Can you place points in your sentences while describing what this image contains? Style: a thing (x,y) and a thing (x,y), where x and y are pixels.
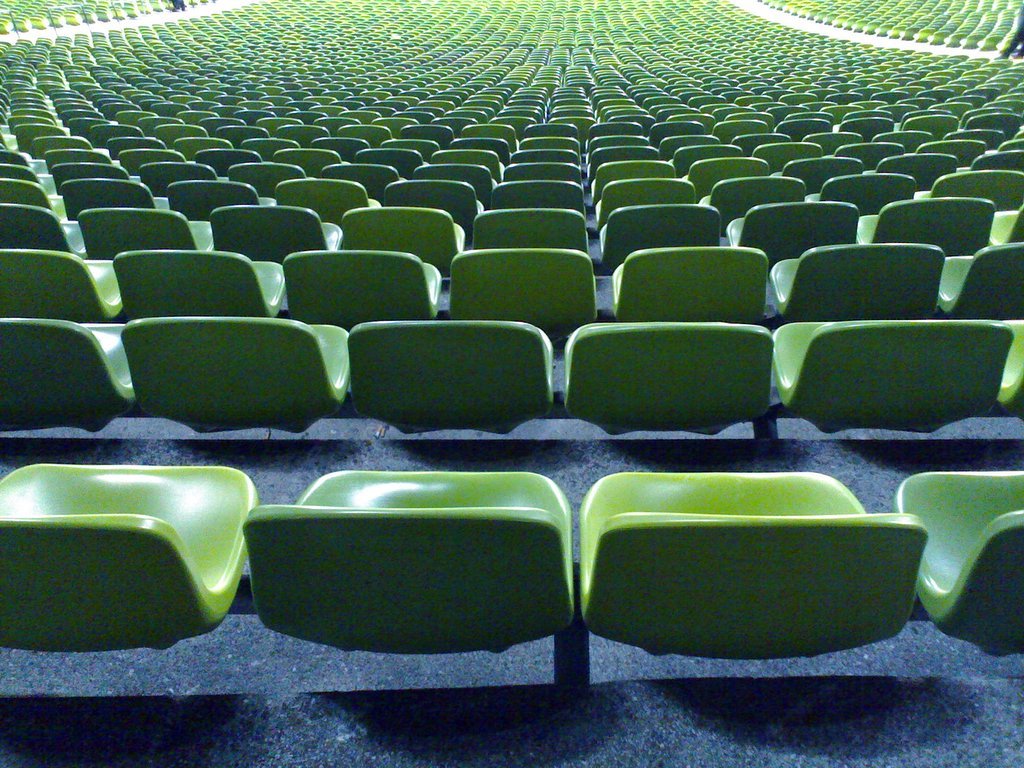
This picture looks like large number of chairs (752,192) in the stadium (427,132). They are green in color.
